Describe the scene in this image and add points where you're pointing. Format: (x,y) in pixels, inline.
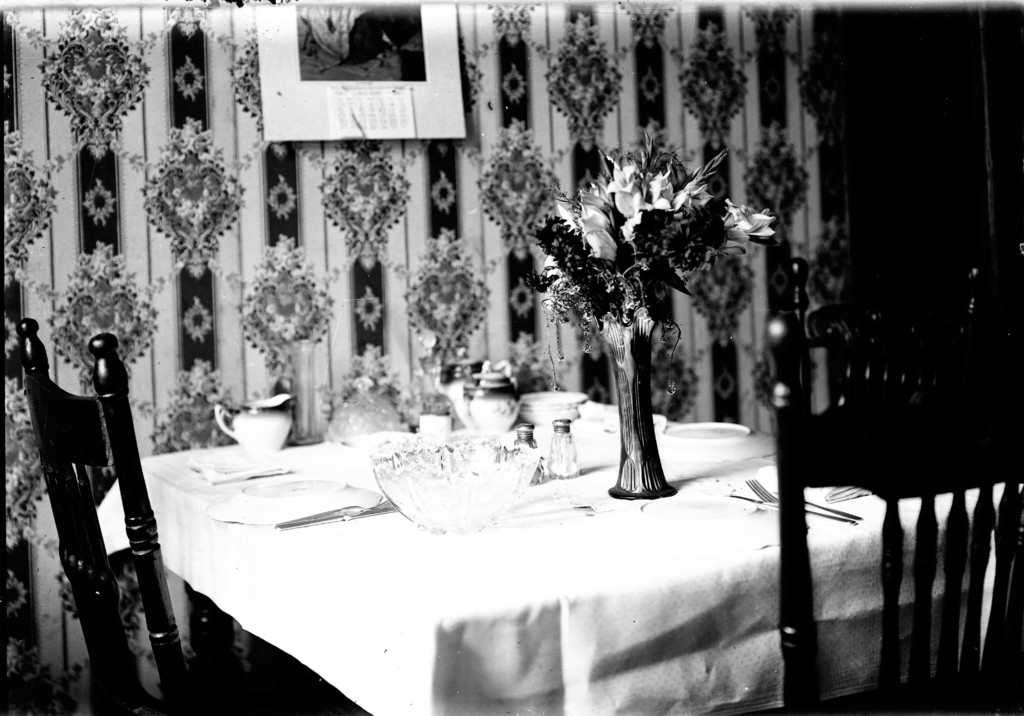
In this image I can see few chairs (965,429) and a table (347,530). On this table (462,580) I can see few cups (490,394), few plates (337,481), few spoons (740,497), a bowl (424,493) and a flower (601,269). On this wall (292,176) I can see a poster (424,130).
